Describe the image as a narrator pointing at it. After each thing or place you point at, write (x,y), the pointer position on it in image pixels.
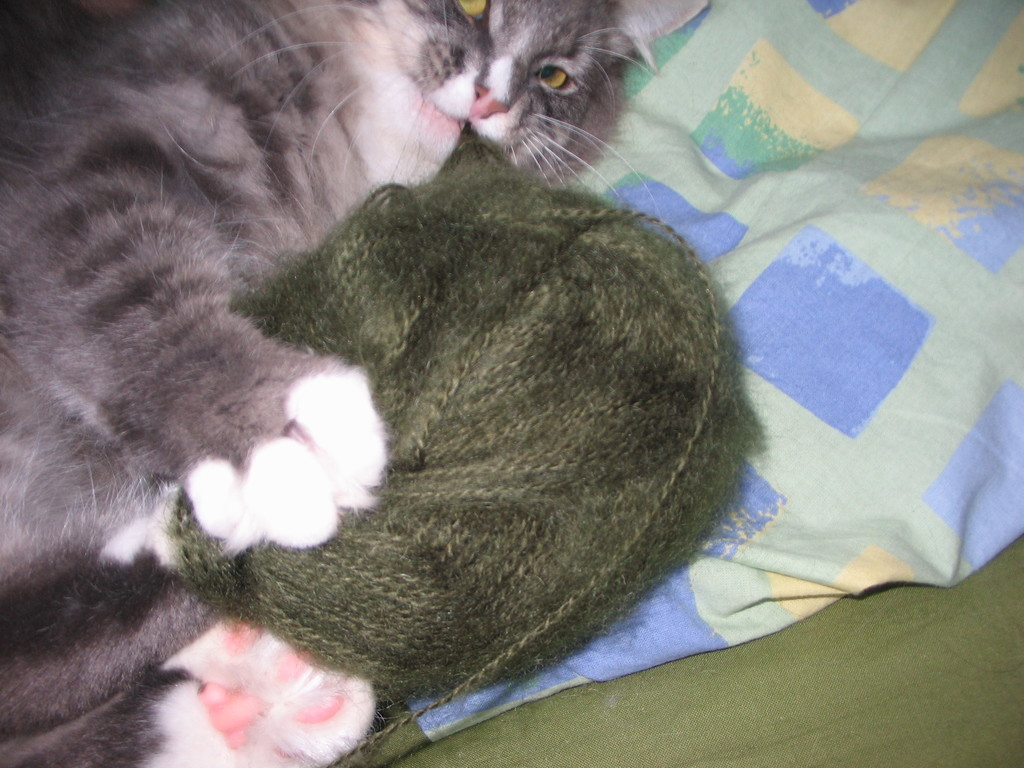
In the image we can see a cat (343,177) lying. Here we can see the woolen ball (564,433) and the clothes (767,478).
